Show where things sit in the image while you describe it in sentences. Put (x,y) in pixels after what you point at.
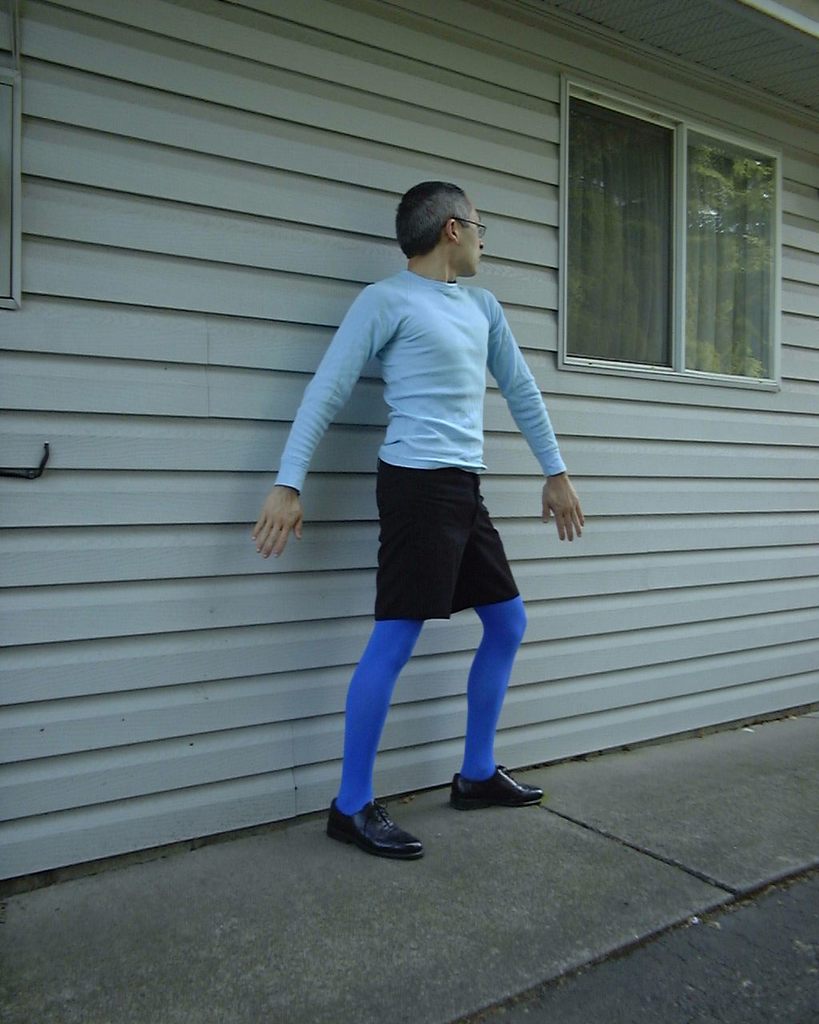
In this image in the middle (417,421), there is a man (410,357), he wears a t shirt (443,406), trouser (407,545), shoes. At the bottom (484,924) there is floor (542,919). In the background (485,275) there is house (199,243), window (571,264), glass (633,263), curtain (633,271) and wall (124,464).
